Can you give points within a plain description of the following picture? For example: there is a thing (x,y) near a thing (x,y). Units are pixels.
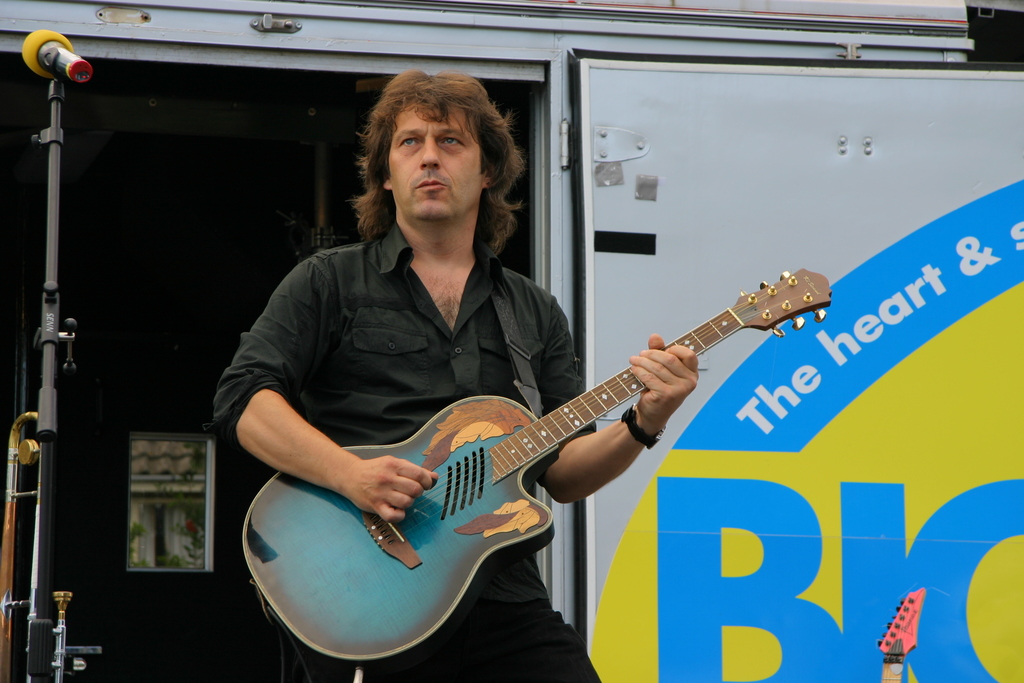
It is a van (666,293) from which a person (381,233) is standing outside holding guitar (484,489) with his hands (661,359), there is a mike (41,322) beside the person (477,353), in the background (143,535) there is a window (146,509).
